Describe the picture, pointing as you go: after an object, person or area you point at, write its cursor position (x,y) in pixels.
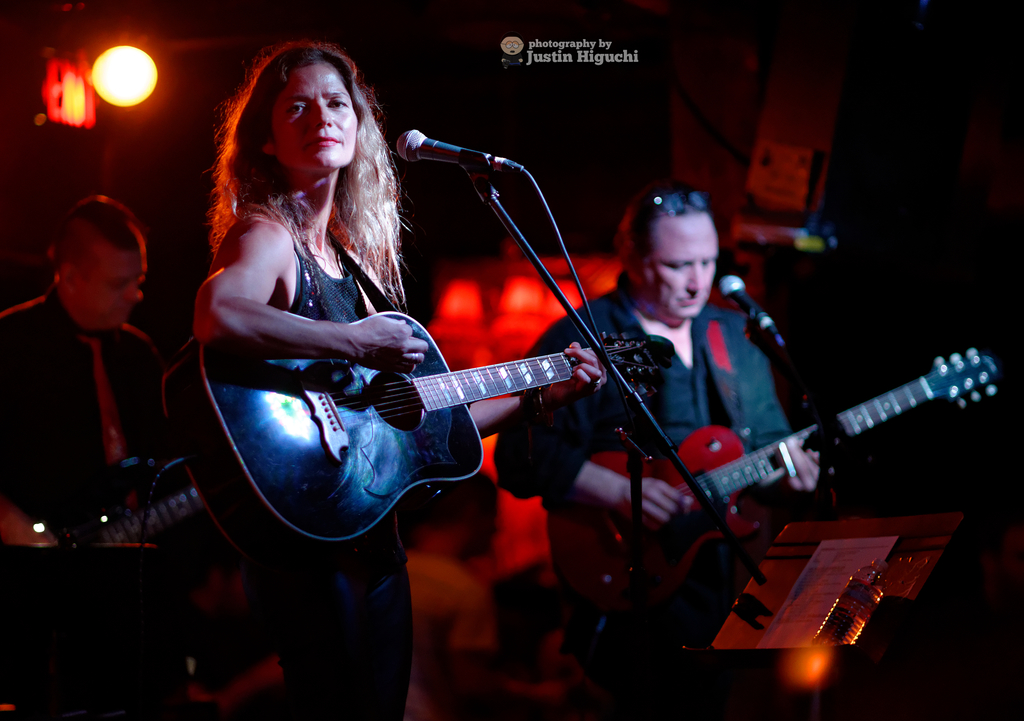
There are two persons (655,332) playing guitar (643,341) in front of a mic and there is another person (102,338) in the background (85,368).
